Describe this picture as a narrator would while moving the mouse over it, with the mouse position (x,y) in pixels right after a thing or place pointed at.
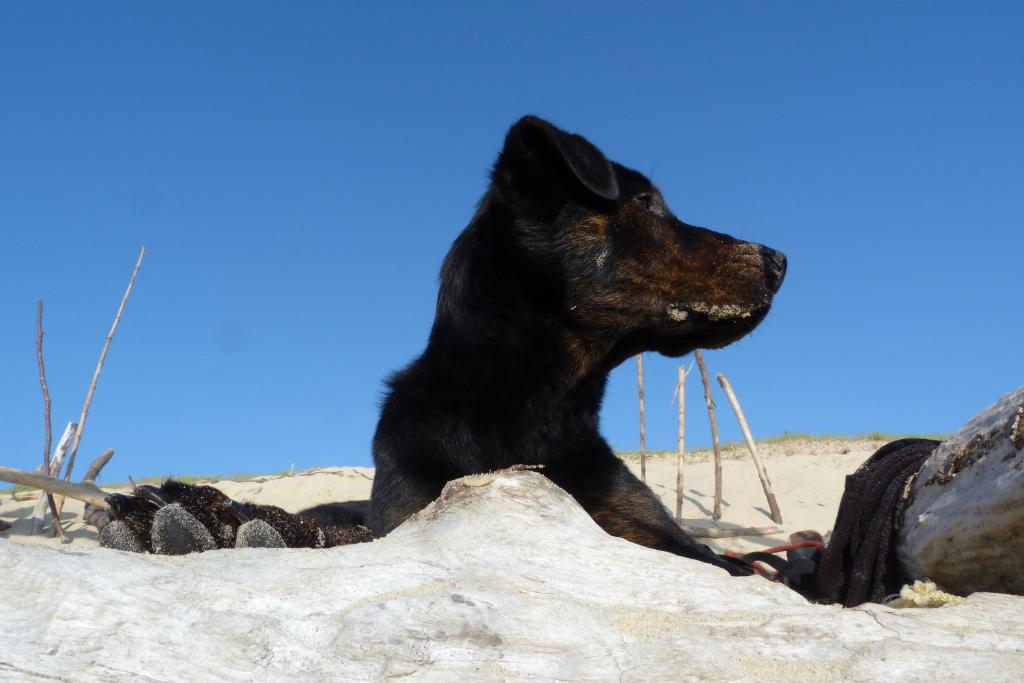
In the picture I can see a dog (621,498) which is black in color and wooden poles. In the background (67,324) I can see the sky (266,267).
